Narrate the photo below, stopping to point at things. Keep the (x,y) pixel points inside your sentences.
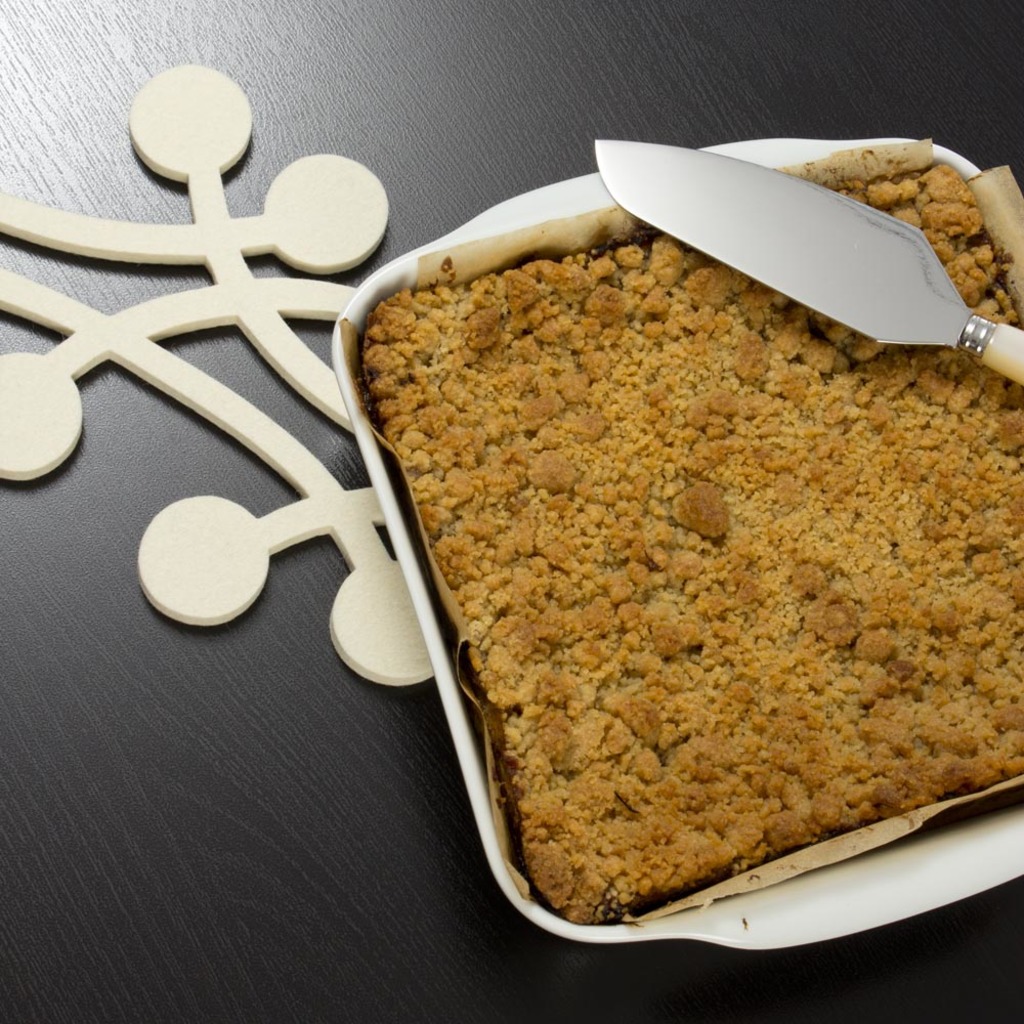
On this wooden surface (476,850) we can see a bowl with food (786,699) and knife (988,331).
